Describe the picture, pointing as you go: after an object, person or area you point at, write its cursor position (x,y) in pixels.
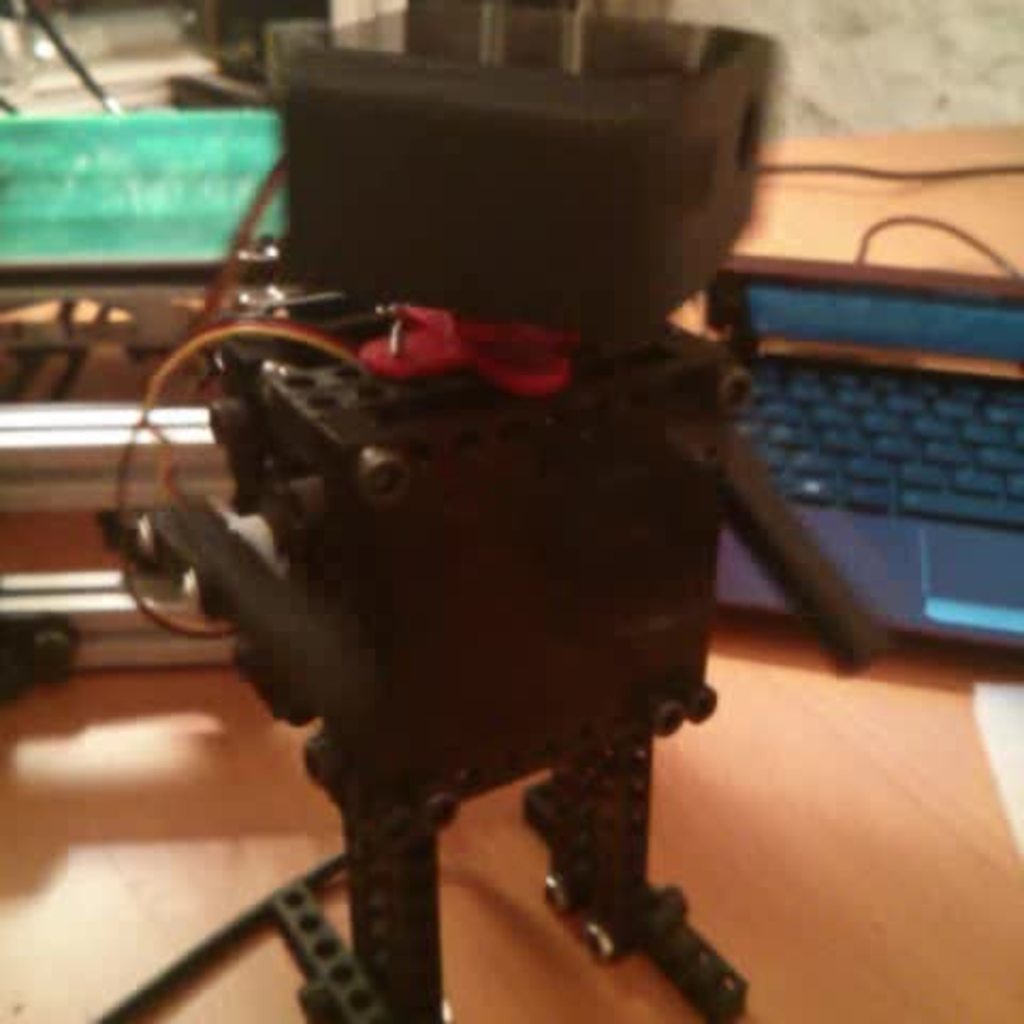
Here in this picture we can see a robot (467,410) present on the table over there and we can also see a laptop (1014,395) and other things (89,212) present behind it over there.
